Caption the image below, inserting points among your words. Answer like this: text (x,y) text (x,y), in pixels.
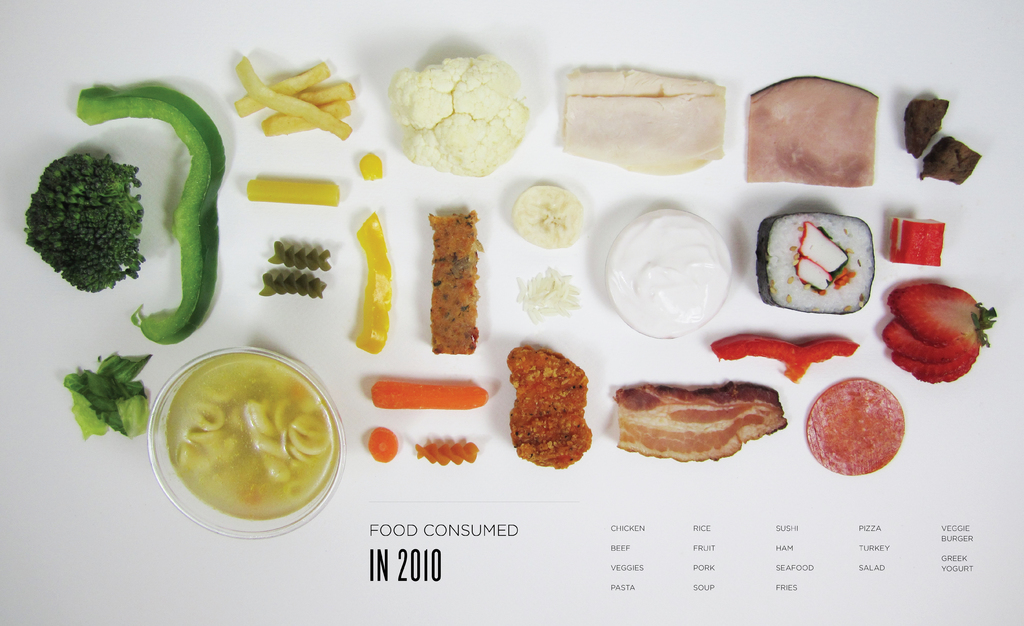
In the picture there are different vegetables (122,218), fruits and meat (766,161) are kept and the picture is taken from some website.
